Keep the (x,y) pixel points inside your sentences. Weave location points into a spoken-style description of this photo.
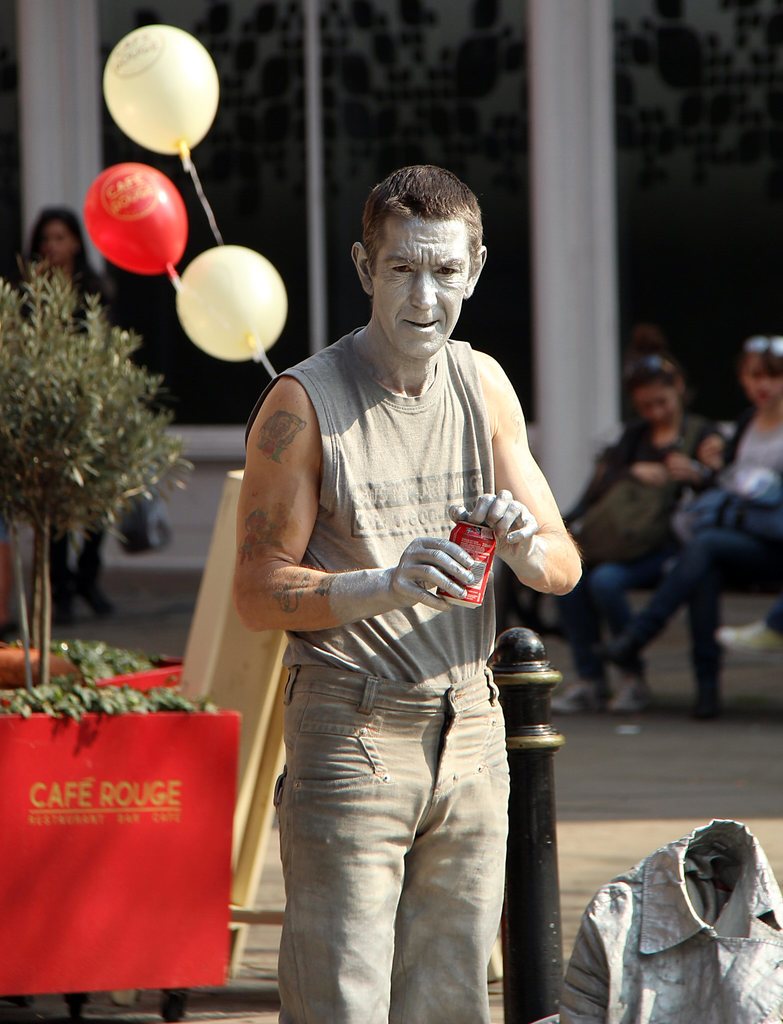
In the center of the image (370,417) there is a man (325,618) holding a tin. In the background (500,619) we can see balloons (105,242), plants (71,464), persons (650,472) and building (331,97).
